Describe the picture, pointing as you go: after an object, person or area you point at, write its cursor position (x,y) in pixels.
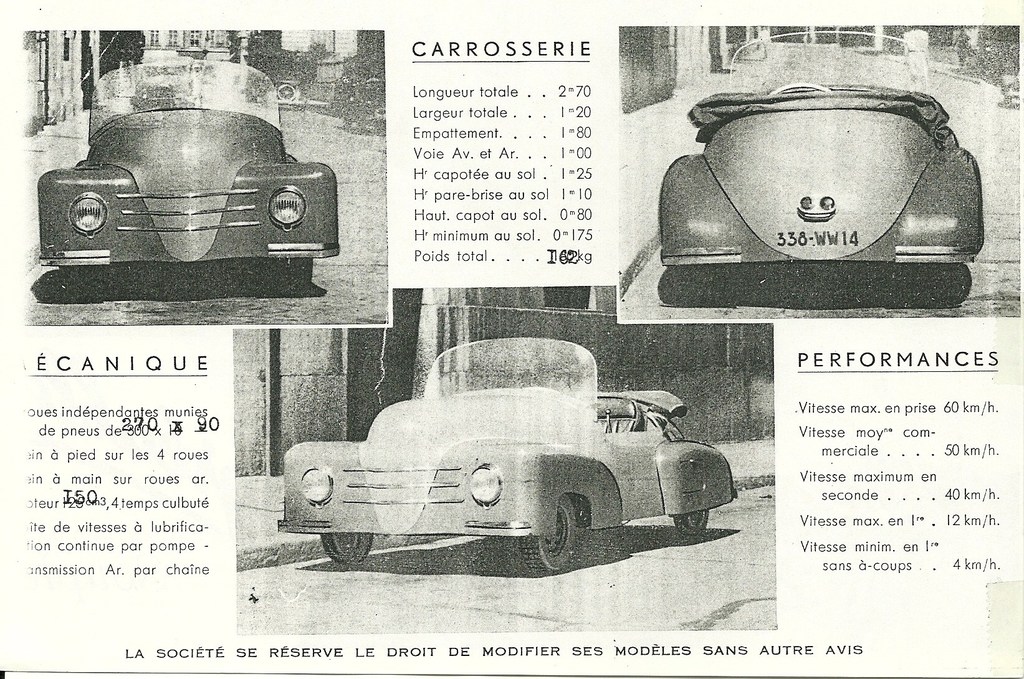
In this picture we can see a paper (706,248), here we can see three cars (253,190) and some text (534,258).
